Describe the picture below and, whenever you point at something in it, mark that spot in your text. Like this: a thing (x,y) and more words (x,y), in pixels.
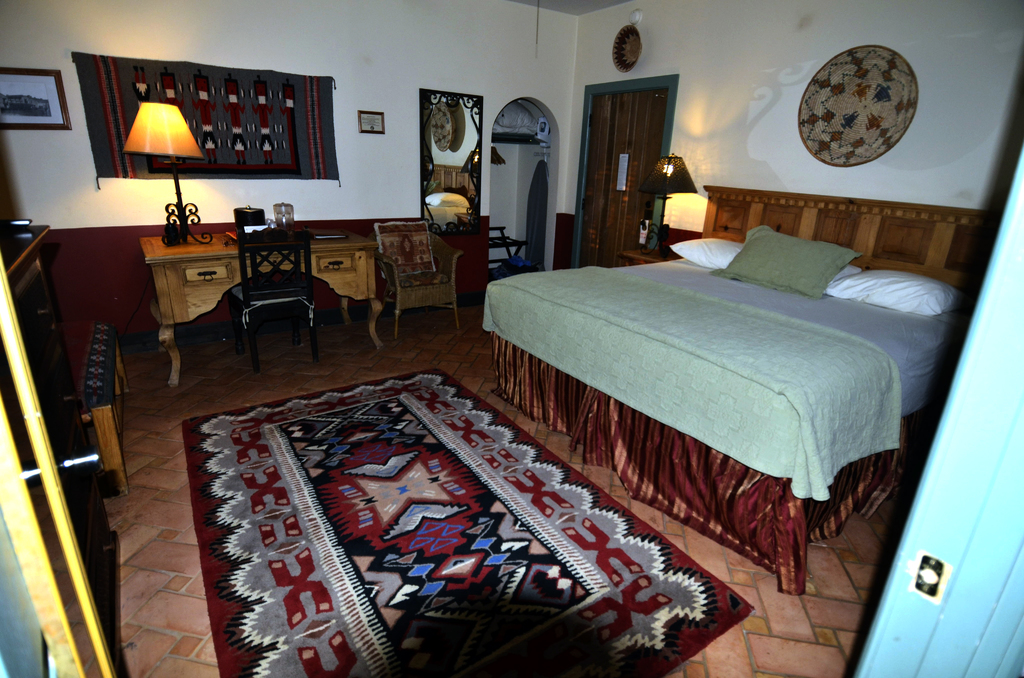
This image is taken indoors. At the bottom of the image (330,516) there is a floor (765,637) with a mat (303,436). On the right side of the image (812,350) there is a door (962,569) and a bed (754,404) with a bed sheet (700,271), a blanket (749,347) and pillows (838,275) on it. In the middle of the image (360,268) there is a table (207,267) with a lamp (174,115) and a few things (281,213) on it and there are a few empty chairs (402,293). In the background (317,308) there is a wall (700,230) with a painting (328,119), picture frames (3,86), a door (612,141), a mirror (447,164) and baskets (627,43) on it.
